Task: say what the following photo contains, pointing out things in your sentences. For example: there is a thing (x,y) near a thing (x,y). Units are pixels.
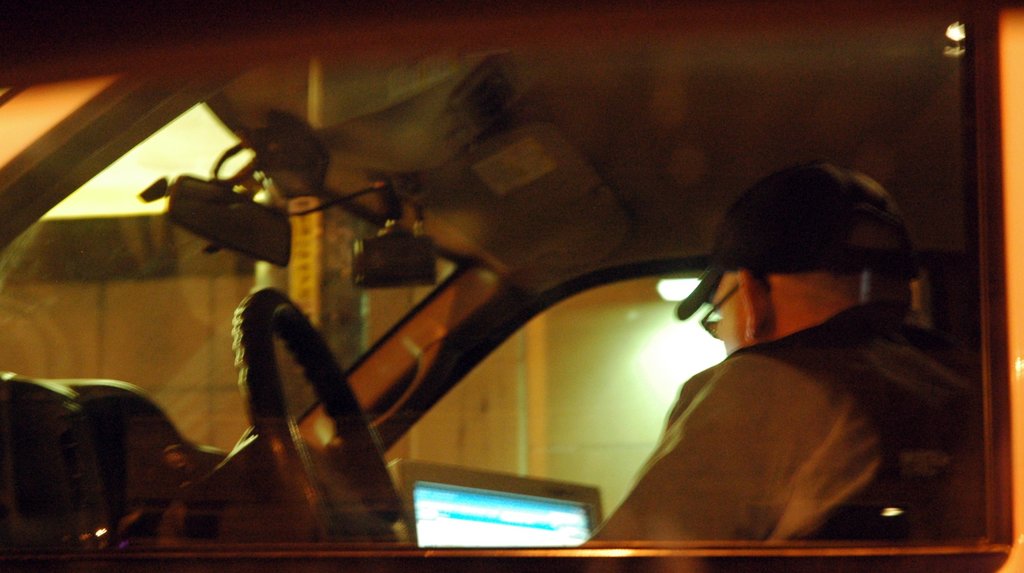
As we can see in the image there is a man (771,292) wearing hat (794,221), spectacles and sitting in vehicle (769,150). There is laptop (477,535) and there are buildings (519,344).
